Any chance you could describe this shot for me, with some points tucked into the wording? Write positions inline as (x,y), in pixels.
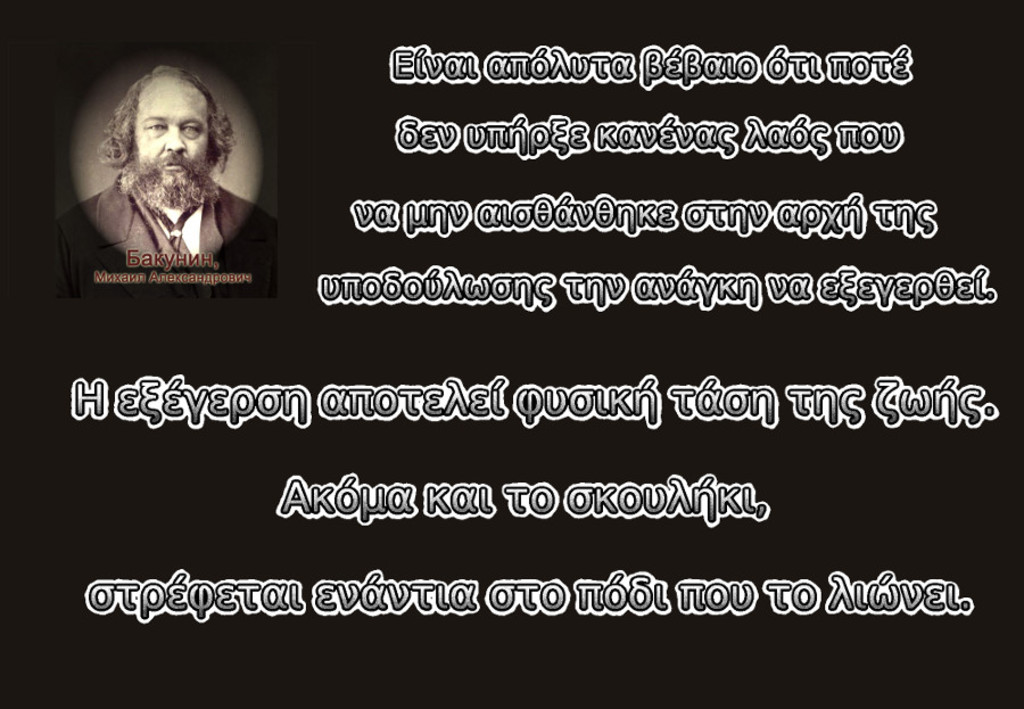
In this image we can see poster (688,414) with some text (467,209). Also we can see image of a person (123,185).
